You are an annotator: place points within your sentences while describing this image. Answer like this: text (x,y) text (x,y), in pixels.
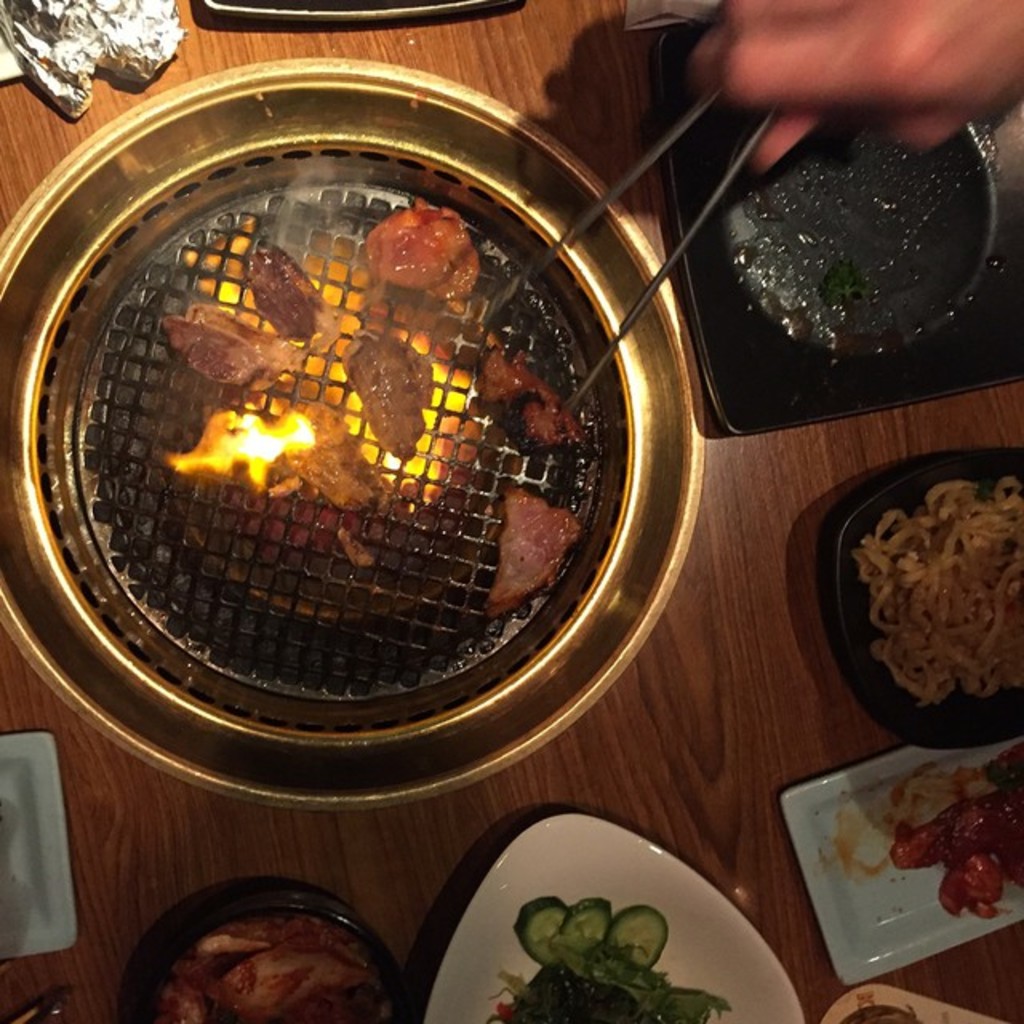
In this picture there is meat (568,536) placed on the barbecue stand (581,483). Beside there is a vegetable (547,995) in the plate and some food (229,981) on the table top (691,705). In the front (872,31) we can see the person (809,103) holding the tongs (605,364) in the hand (788,72).
